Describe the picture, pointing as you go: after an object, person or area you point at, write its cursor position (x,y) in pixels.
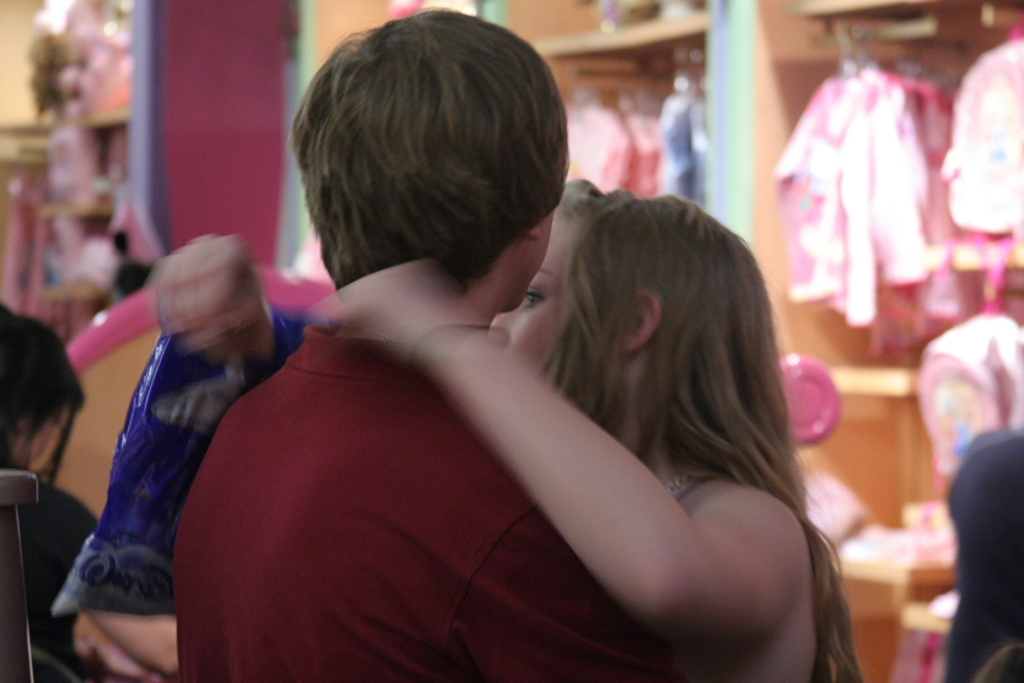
The boy (391,506) in maroon T-shirt (227,508) is standing beside the girl (696,445). Behind her, we see clothes (921,143) hanged to the hangers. On the left side (284,128), we see a red color pillar (168,175). This picture is clicked in the shop (809,405). In the background (738,212), it is blurred.
